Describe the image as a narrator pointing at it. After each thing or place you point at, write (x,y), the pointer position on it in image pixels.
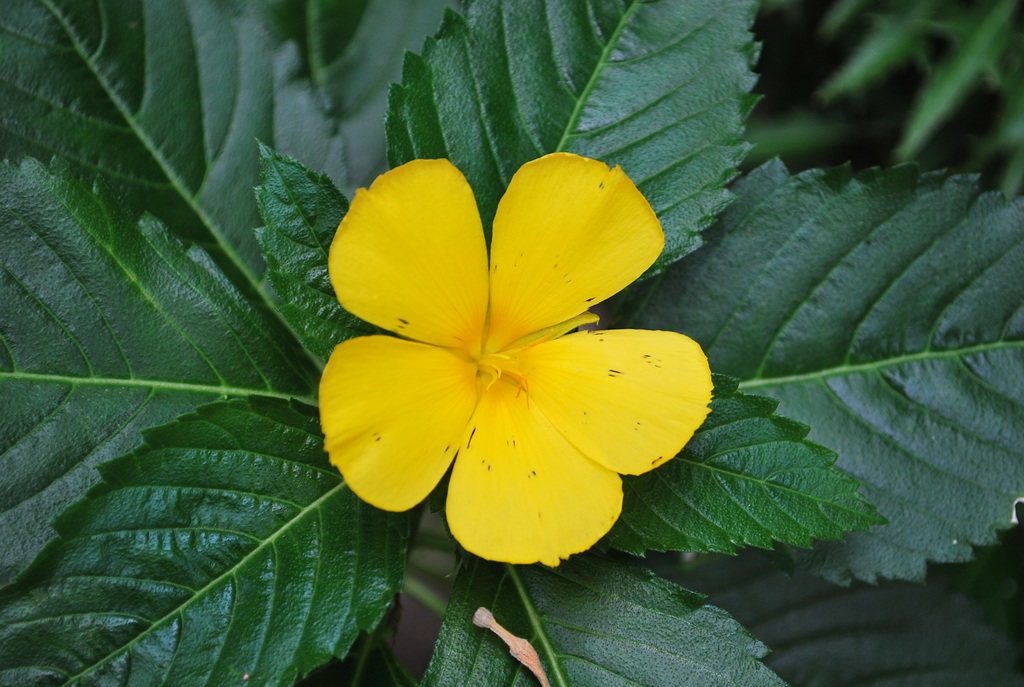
In this image we can see a flower (507,467) to a plant (356,528). In the top right (824,189), we can see the leaves (853,81).
